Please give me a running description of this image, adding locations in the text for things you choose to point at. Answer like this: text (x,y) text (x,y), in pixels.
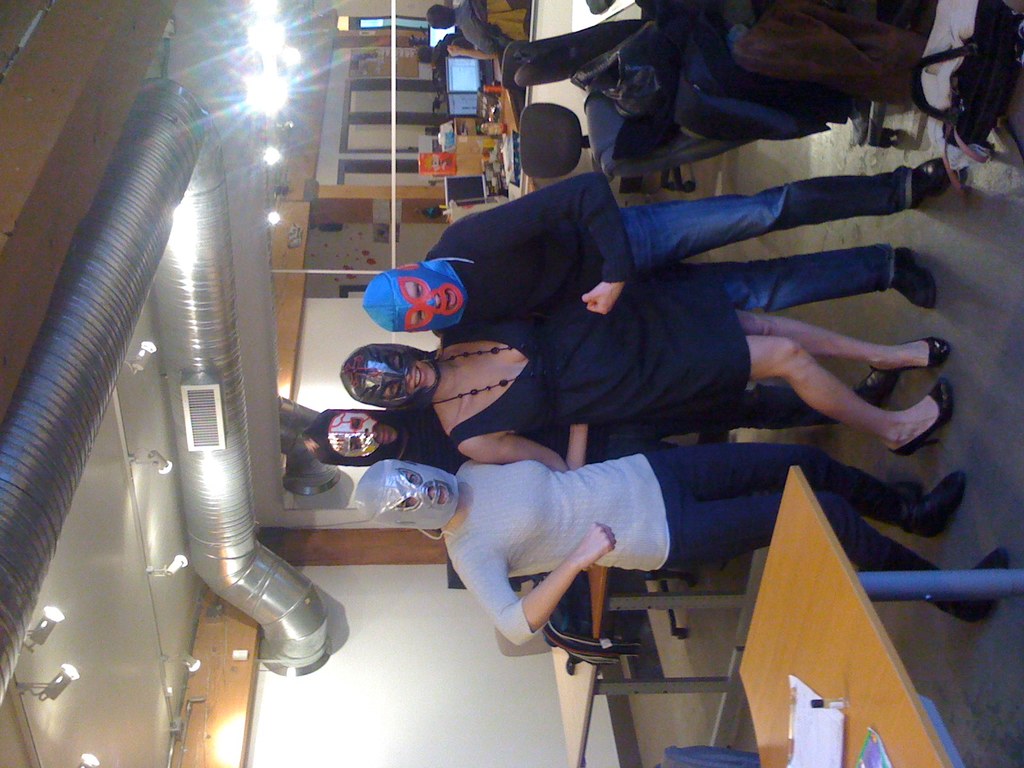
There are four people (485,416) wearing masks (360,443). There is a table (761,707). On the table (778,705) there are some items (792,745). There are desks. On the desks (489,179) there are screens (467,196) and many other items (477,130). Also there are chairs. On that there are some items (684,72). On the ceiling (108,477) there are lights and a pipe (220,412) with grille (220,397).
